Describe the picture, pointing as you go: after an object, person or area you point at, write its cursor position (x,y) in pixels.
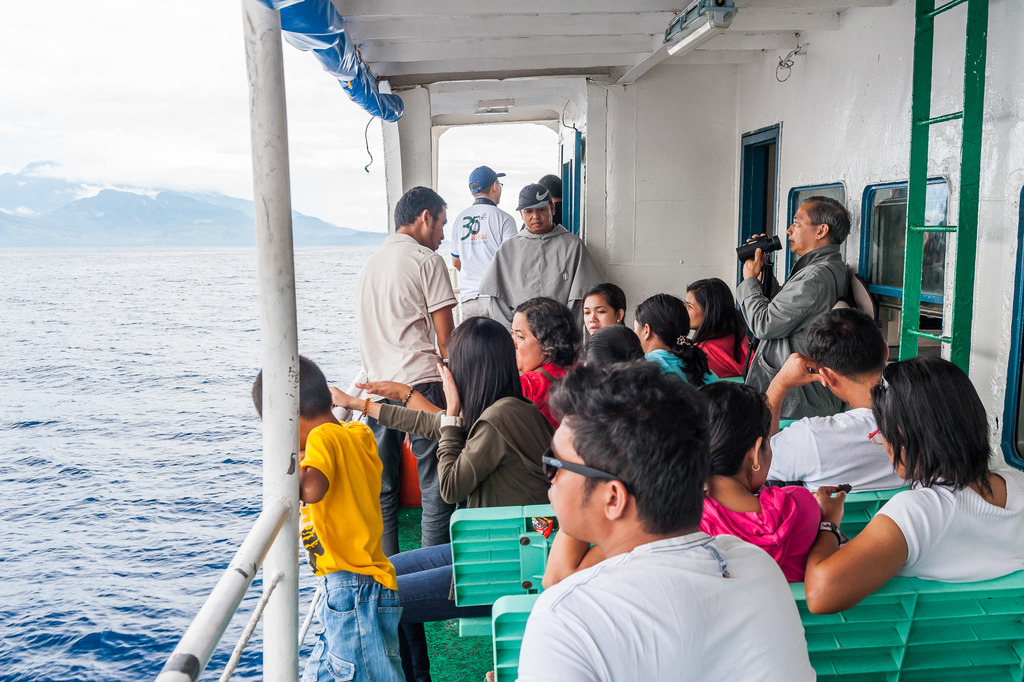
In the picture I can see a group of people (772,663) sitting on the bench (541,562) and they are in the ship (515,643). I can see a man (831,212) on the right side (780,357) and he is holding binoculars (743,254) in his hands (753,268). There is a boy (349,453) on the left side (314,550) is wearing a yellow color T-shirt (347,494) and he is having a look at the water (255,434). In the background (221,233), I can see the mountains (169,205). There are clouds (167,104) in the sky (105,114).
